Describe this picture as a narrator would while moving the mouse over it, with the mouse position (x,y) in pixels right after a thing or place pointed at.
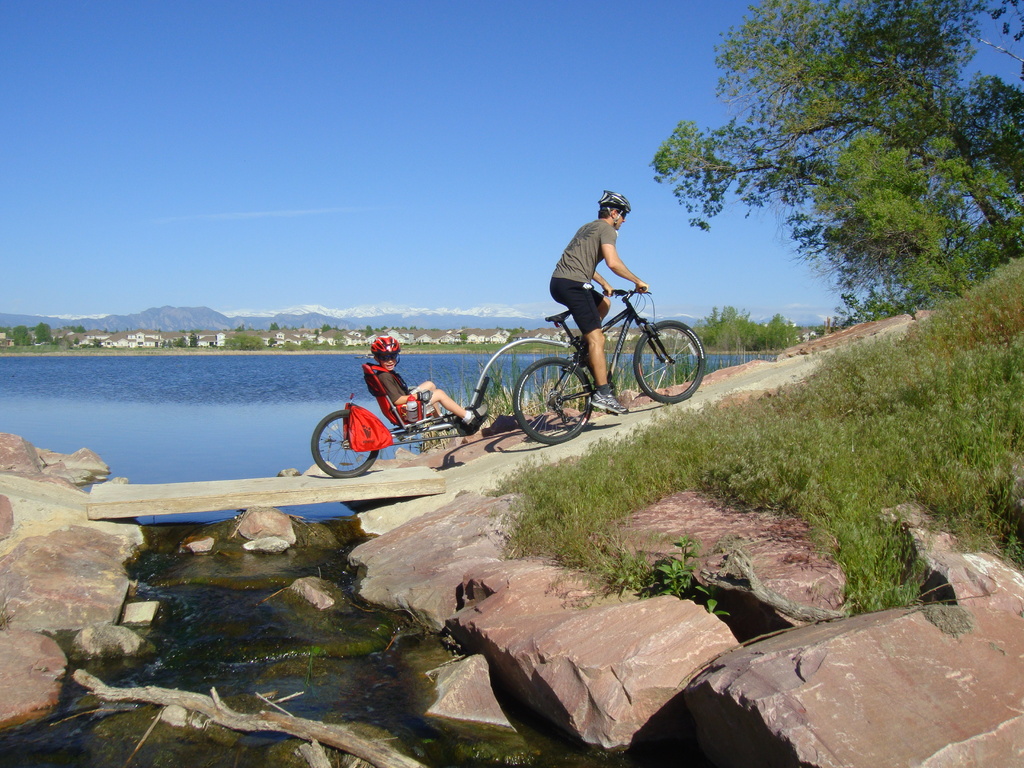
In this picture we can see rocks (728,514), wooden branch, water (111,732), grass (742,500) and plants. There is a man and kid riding trailer bike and wore helmets (385,342) and we can see tree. In the background of the image (789,330) we can see trees (750,336), buildings (110,342) and sky (469,150).
